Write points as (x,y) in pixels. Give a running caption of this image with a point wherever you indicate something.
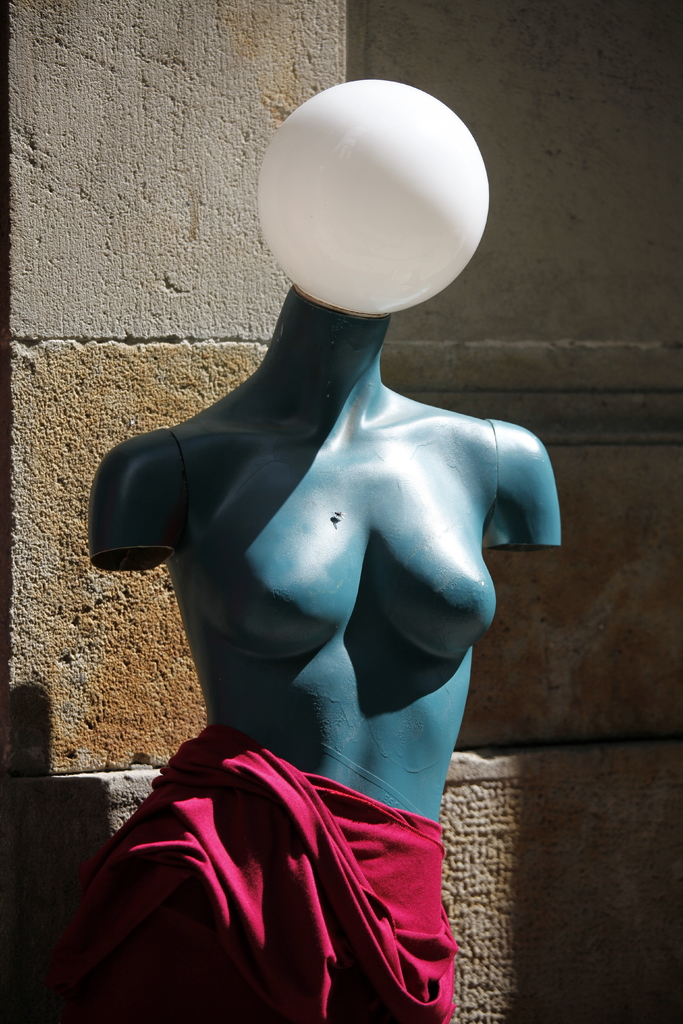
In the middle of this image (412,604), there is a statue (378,378) of a woman (294,379) who is nude partially wearing red color dress (263,895). And there is a wall (495,11).
